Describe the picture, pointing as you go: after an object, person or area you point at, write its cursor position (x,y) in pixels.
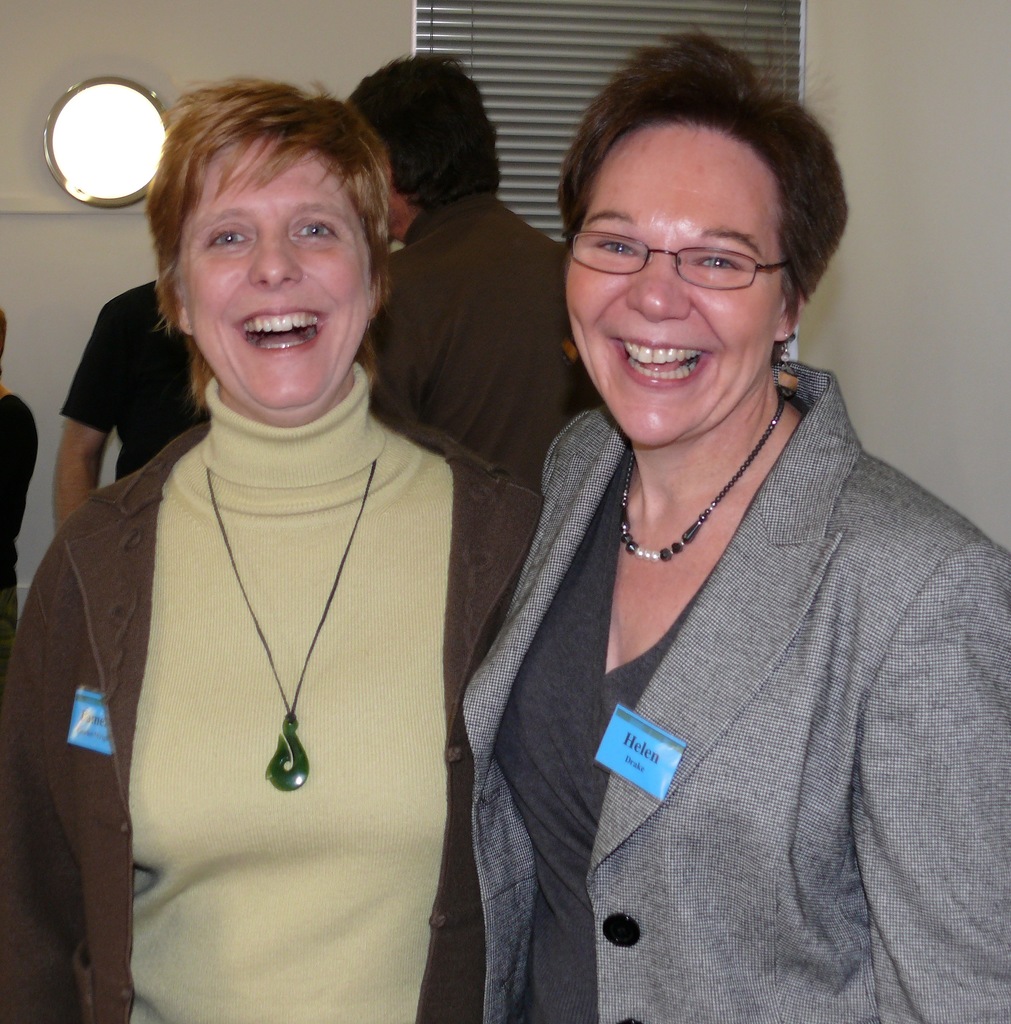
In the center of the image (495,354) two ladies (492,538) are standing and laughing. In the background of the image (137,338) we can see some persons (404,201), light (144,129), wall (956,94) are there.
